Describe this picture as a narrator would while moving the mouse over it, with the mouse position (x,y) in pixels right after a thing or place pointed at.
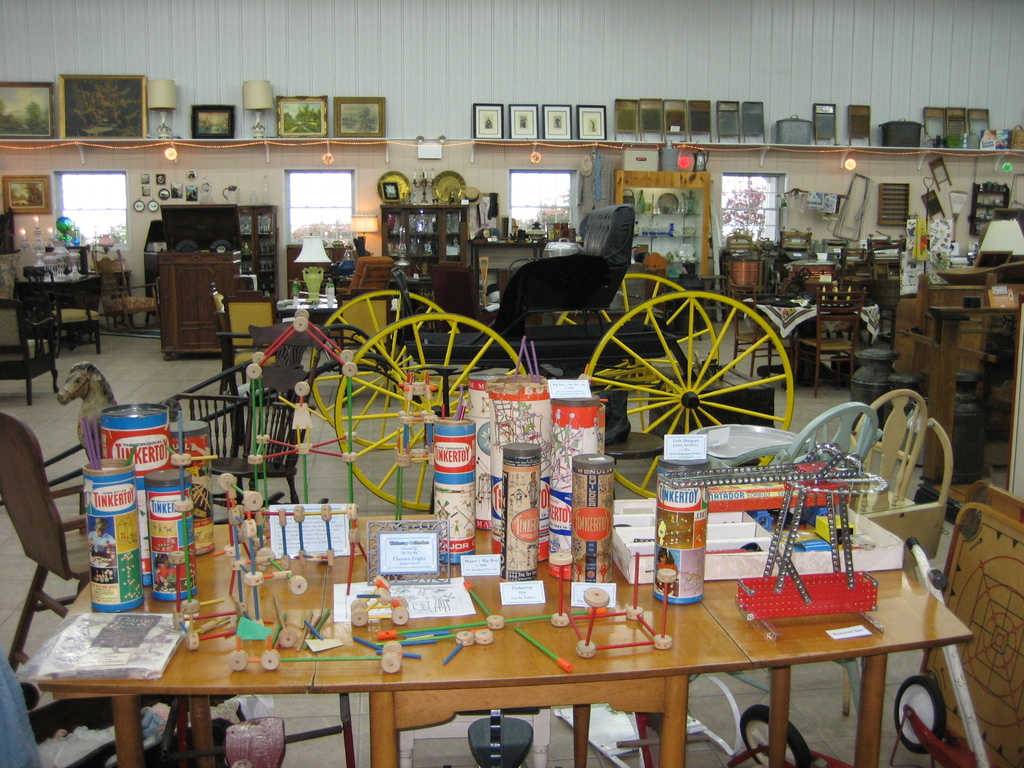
in this picture we can see table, on the table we can see different different items (183,595) present on it we can also see frames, shelves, wall clocks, cupboards (647,218) in that room (479,72), we can also see chair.
